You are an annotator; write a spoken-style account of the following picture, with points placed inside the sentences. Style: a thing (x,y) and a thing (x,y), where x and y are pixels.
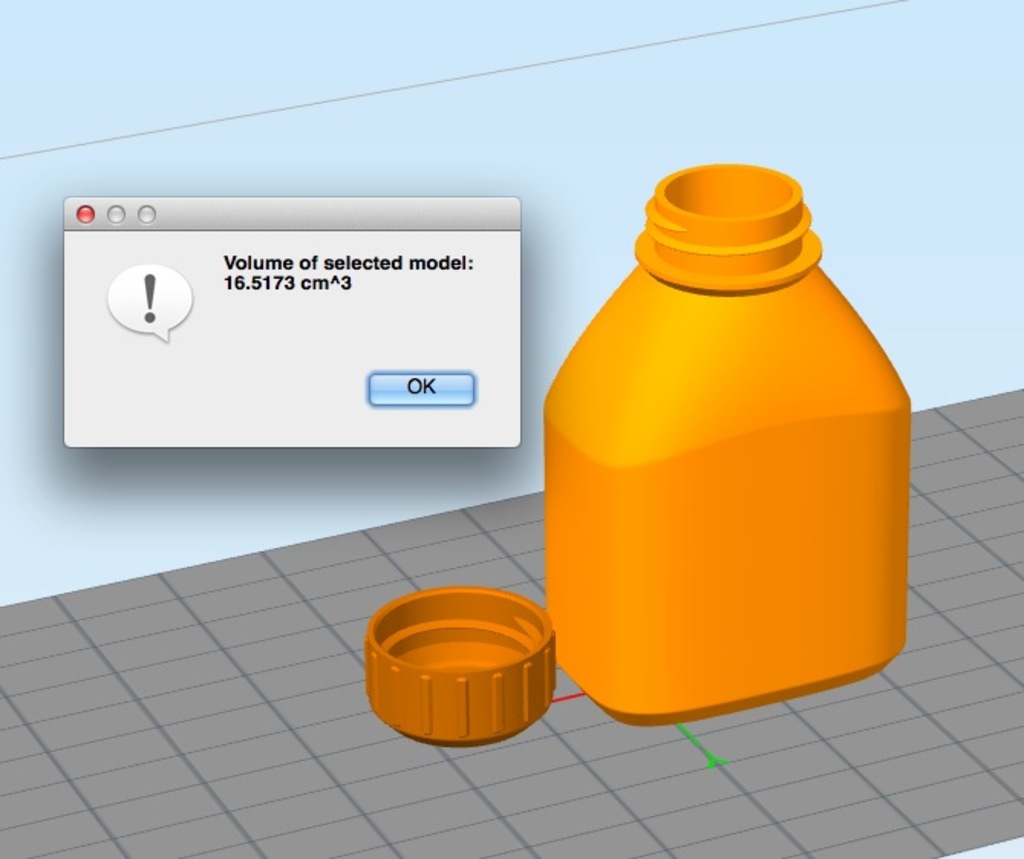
This is an edited image. In the image there is a bottle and a cap (489,620) of bottle (708,352) on the floor (526,520). There is a pop-up box (492,442) with a text (321,269) and a button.
